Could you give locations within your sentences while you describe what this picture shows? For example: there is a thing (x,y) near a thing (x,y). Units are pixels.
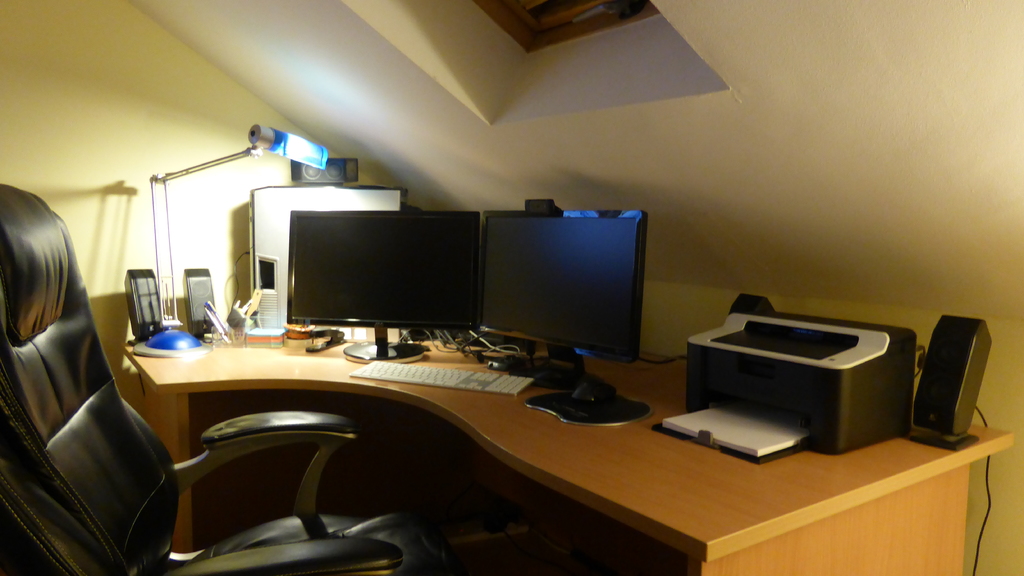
In this room (382,270) we can able to see chair (299,437) and table (685,470). On this table (407,391) there are speakers (947,373), CPU (256,196), lamp (297,154), monitors (403,314), printer (703,371), mouse (584,386) and keyboard (462,371). This chair (90,407) is in black color.
